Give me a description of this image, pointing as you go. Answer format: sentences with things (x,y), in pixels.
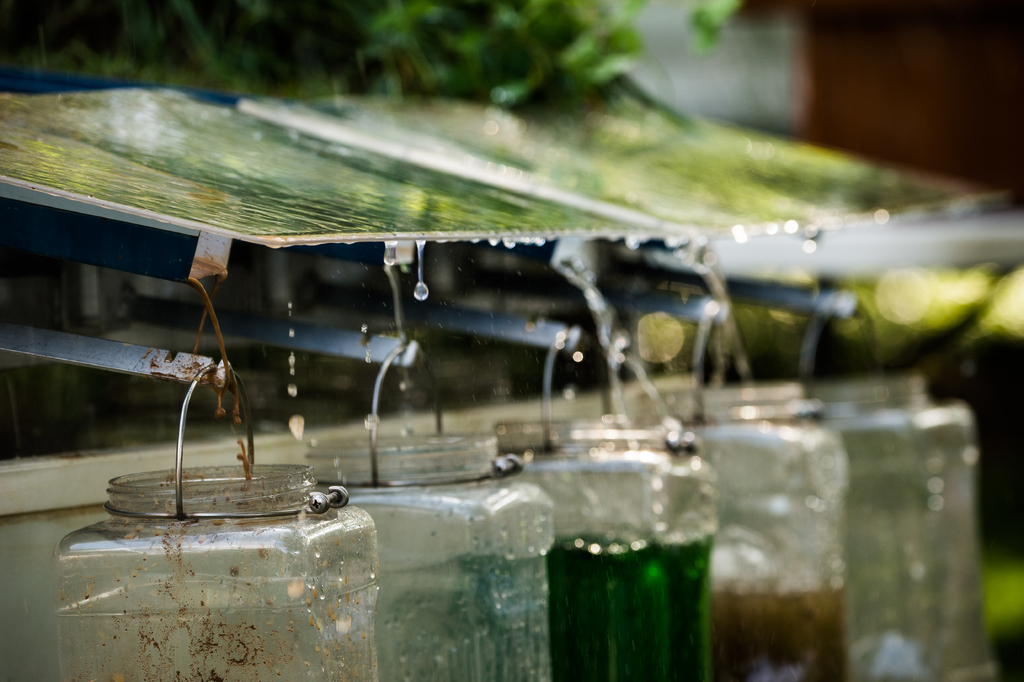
In the image there is a shelter (274,133) and under that shelter (369,212) there are some bottles (613,448) hanged to the rods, the water (398,324) from that shelter (480,197) are being collected into the bottles (459,497).
